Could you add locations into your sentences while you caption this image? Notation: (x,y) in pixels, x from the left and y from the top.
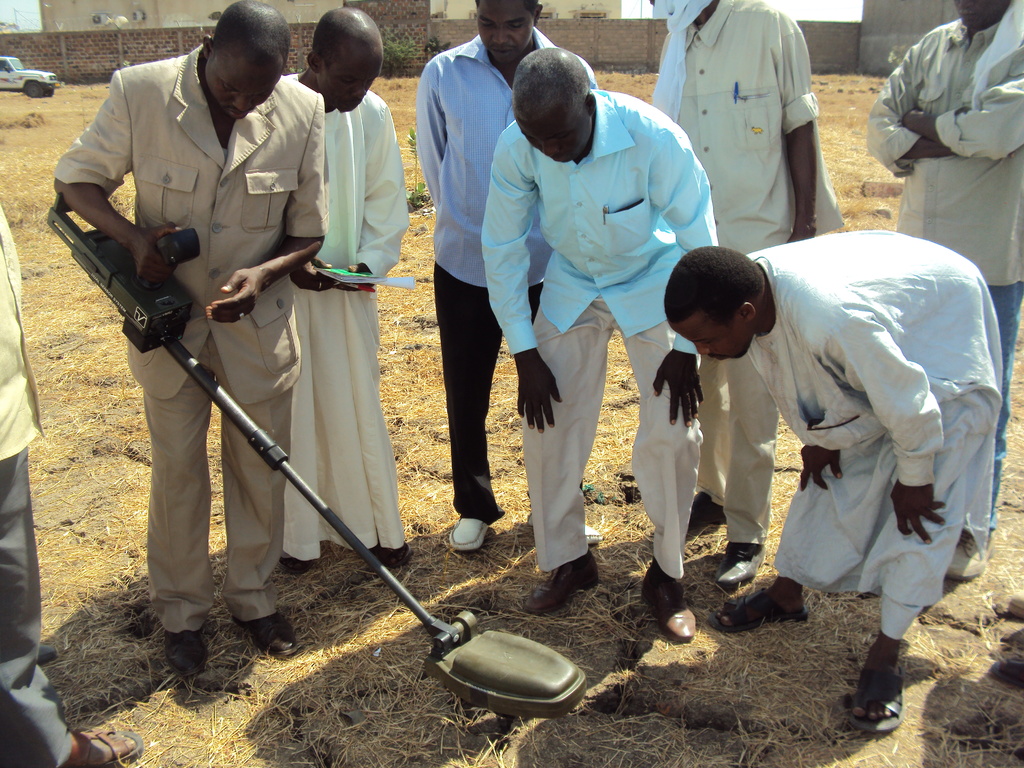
In this picture there is a crew (504,160) in the center of the image (537,465) and there is car (2,64) in the top left side of the image (17,81) and there are buildings (143,12) at the top side of the image (200,7).
